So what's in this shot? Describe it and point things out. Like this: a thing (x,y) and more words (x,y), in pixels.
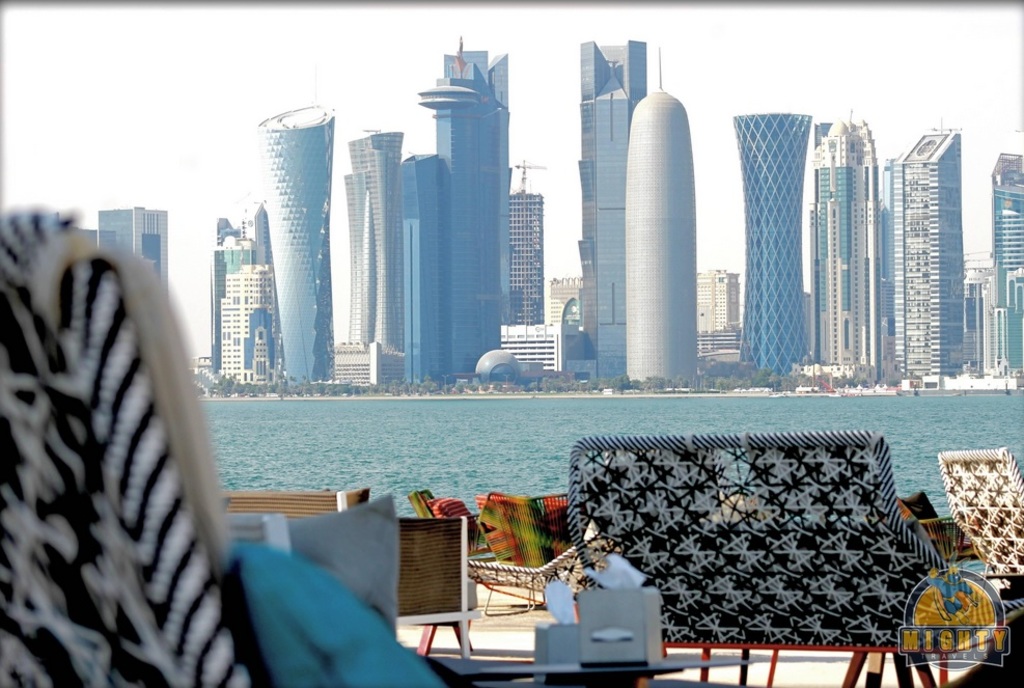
In the picture we can see some furniture items (639,667), behind it we can see the water surface (478,454), buildings (437,276) and the sky (988,147).
